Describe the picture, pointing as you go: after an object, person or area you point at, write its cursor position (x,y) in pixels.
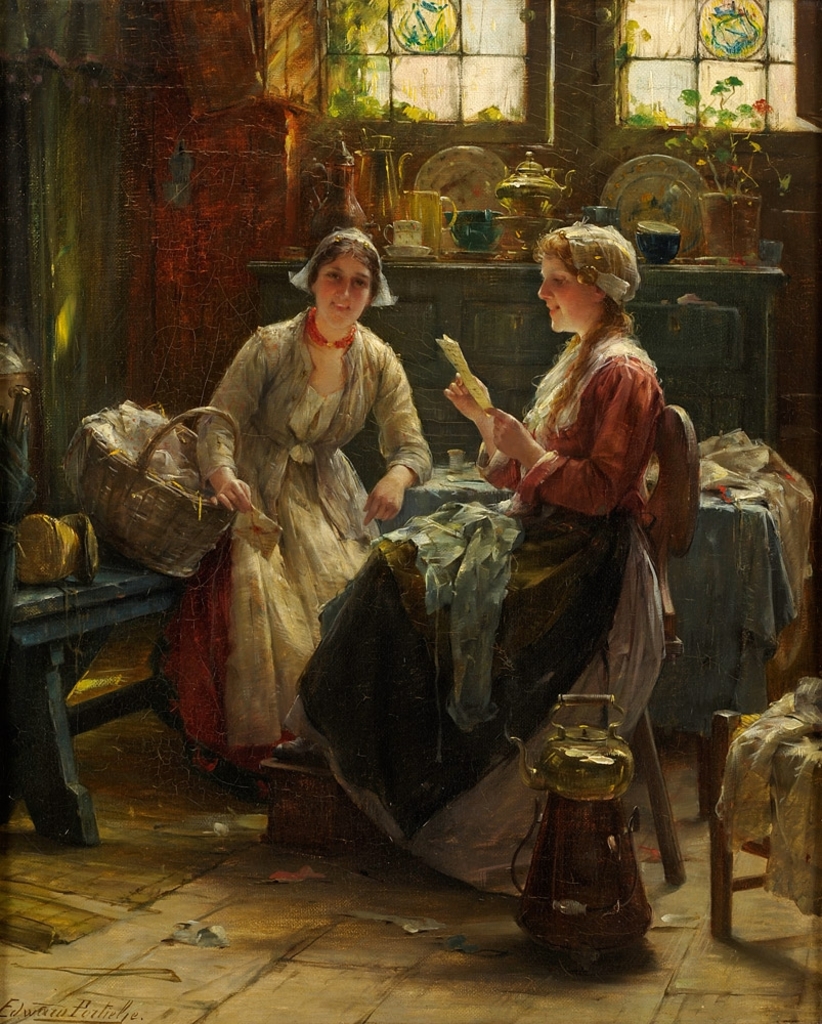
It is an edited picture. In this picture we can see two women (328,456), basket (182,523), bench (50,588), chair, cupboard (632,301), plates (459,187), window (415,54), plant (731,155), cup (410,222) and things (702,223). Among them one woman (586,323) is holding a paper (460,349). At the bottom left side of the image (37,1013) there is a watermark (37,1013).
